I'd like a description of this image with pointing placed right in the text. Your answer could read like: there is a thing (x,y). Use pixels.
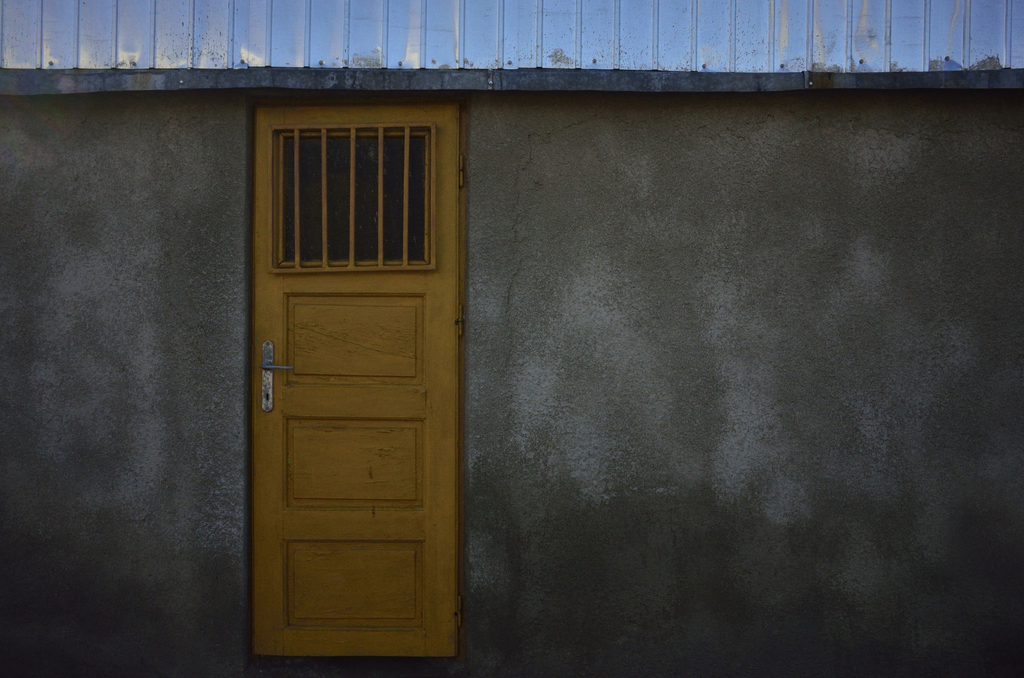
In this image in the center (379,413) there is one door (390,439) and a wall (493,441), it seems that this is a house (440,108).
